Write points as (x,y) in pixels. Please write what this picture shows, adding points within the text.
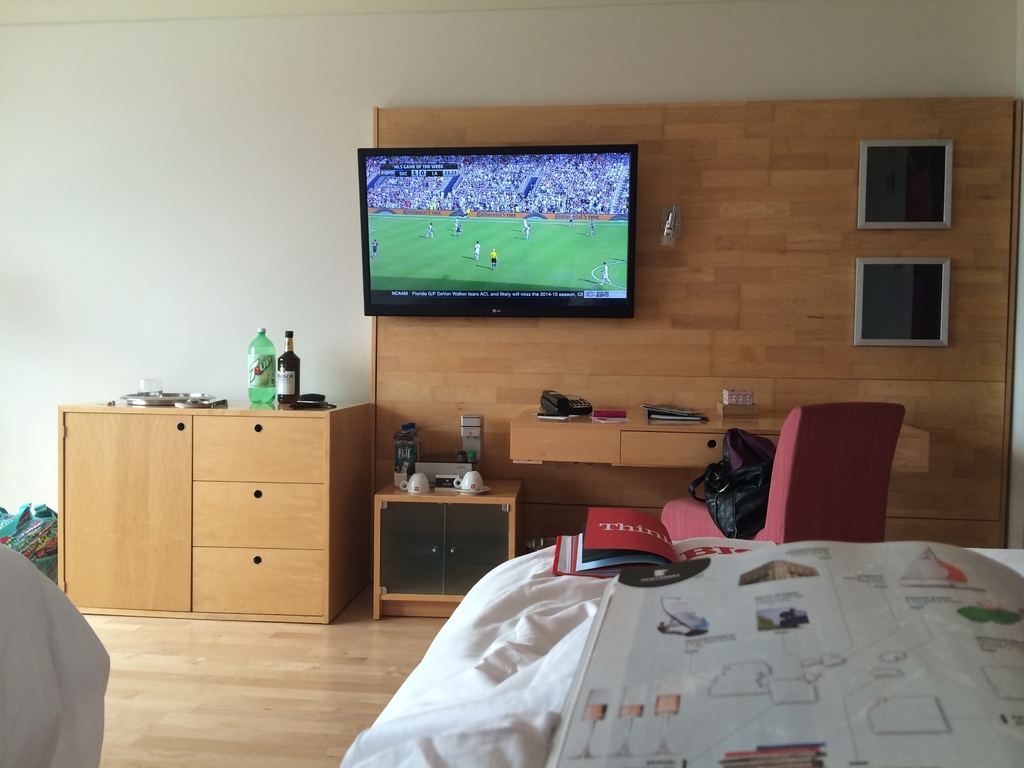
In this image on the bottom of the right corner (717,698) there is one bed (515,577) and on the bed (521,570) there are some books (673,604) and on the top (345,45) there is wall (435,33) and on the right side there is one desk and one television (497,243) is there on the wall (600,402) and on the desk (632,417) there is one telephone books (604,414) are there. Beside that desk (596,425) there is one table (463,499) and on the table (467,565) there are some cups (410,480) are there and beside that table (483,502) there is another cupboard (151,451) and on that cupboard (282,442) there are two bottles (281,380).
